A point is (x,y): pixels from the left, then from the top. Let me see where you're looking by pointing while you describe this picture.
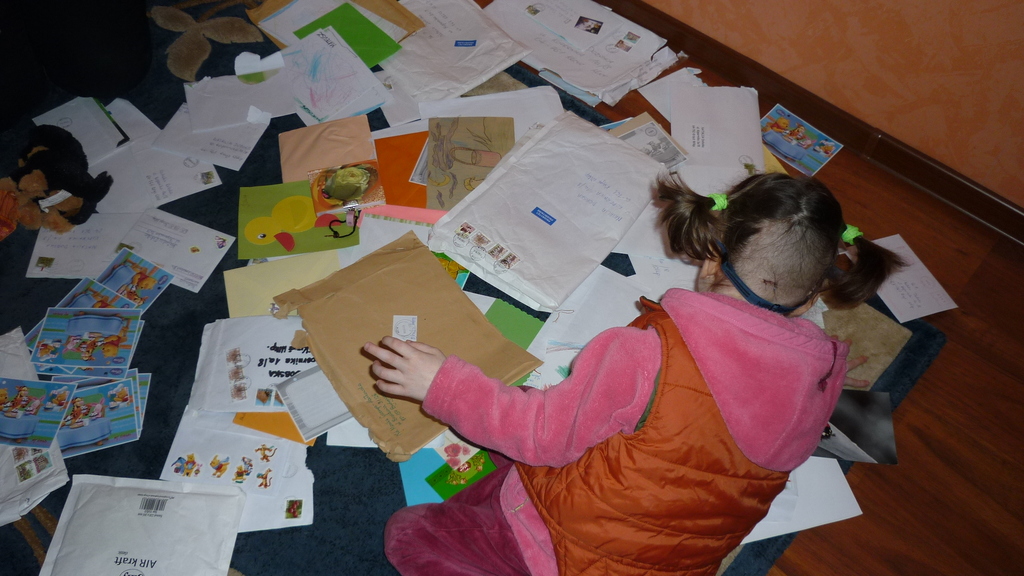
In this picture I can see a kid (877,252), there are papers (283,226) and some other objects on the floor (977,237), and in the background (861,92) there is a wall (828,67).
